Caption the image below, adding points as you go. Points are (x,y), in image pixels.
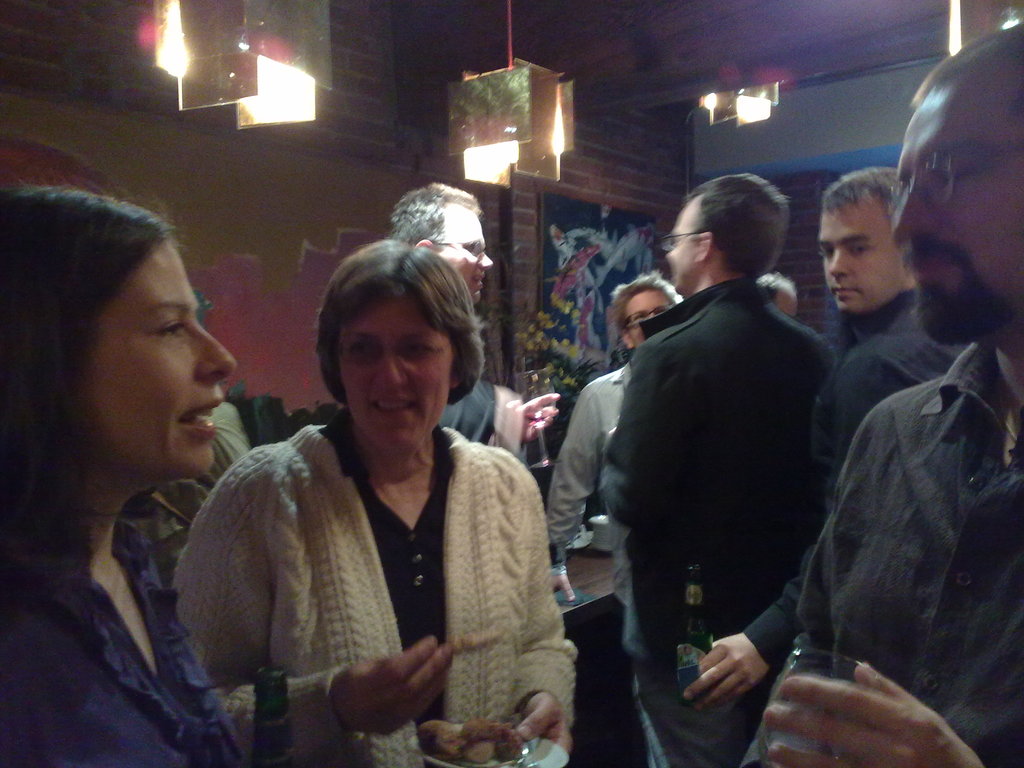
There is a party going inside a room (215,208), all the people (759,439) are drinking and having some food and in the background (344,233) there is a brick wall (388,128). There is a poster (599,250) attached to the brick wall (506,239) and there are beautiful light (531,101) hanging down from the roof (546,30).
